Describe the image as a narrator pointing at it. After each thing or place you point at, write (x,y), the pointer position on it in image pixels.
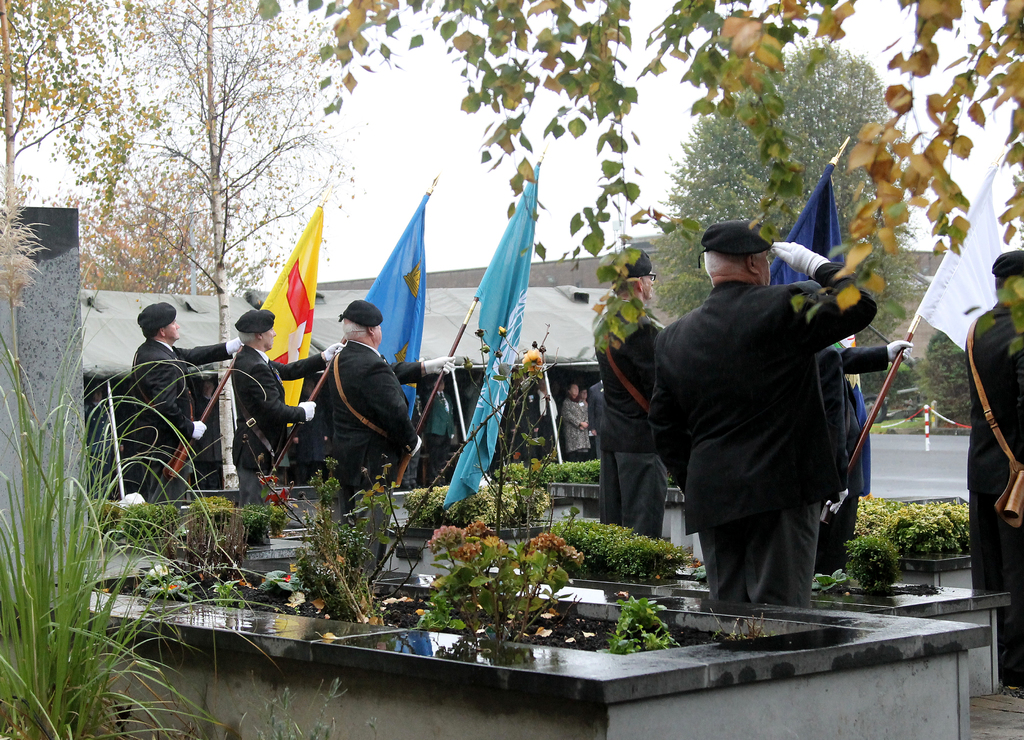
This picture is clicked outside. In the foreground (410,583) we can see the plants (362,561) and group of persons (338,346) holding flags (527,273) and standing on the ground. On the right (743,313) there is a person (771,387) standing on the ground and saluting. In the background (569,132) there is a sky (419,105), trees (625,263) and a tent (574,363) and we can see the group of people (448,410) under the tent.
